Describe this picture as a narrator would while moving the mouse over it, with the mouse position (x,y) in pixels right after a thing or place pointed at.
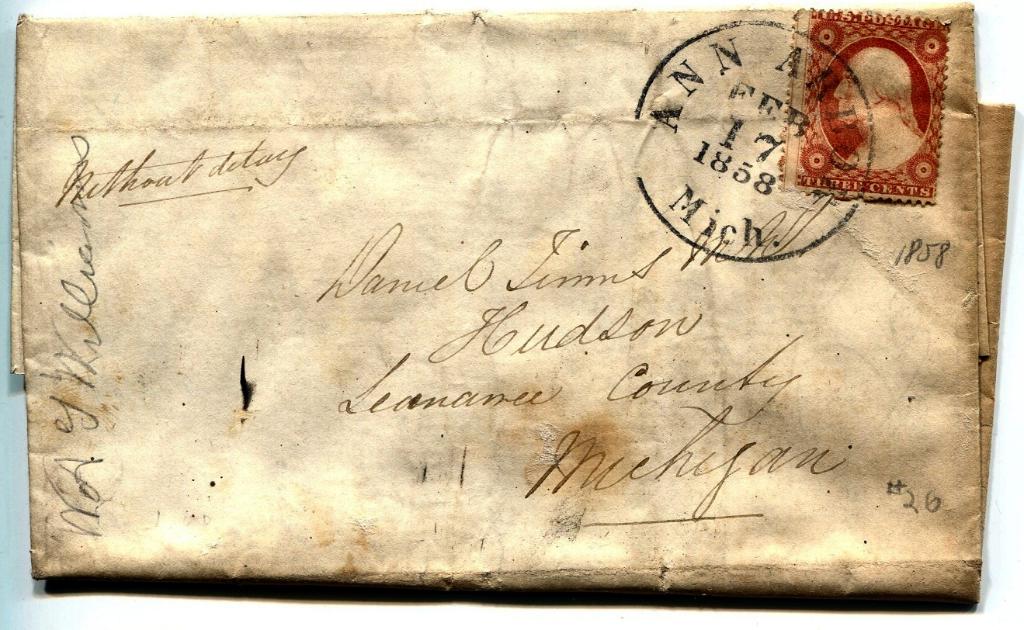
This is a photo of a postal paper (586,195) on which few texts (779,223) and postage stamps (886,133) are present on it.
